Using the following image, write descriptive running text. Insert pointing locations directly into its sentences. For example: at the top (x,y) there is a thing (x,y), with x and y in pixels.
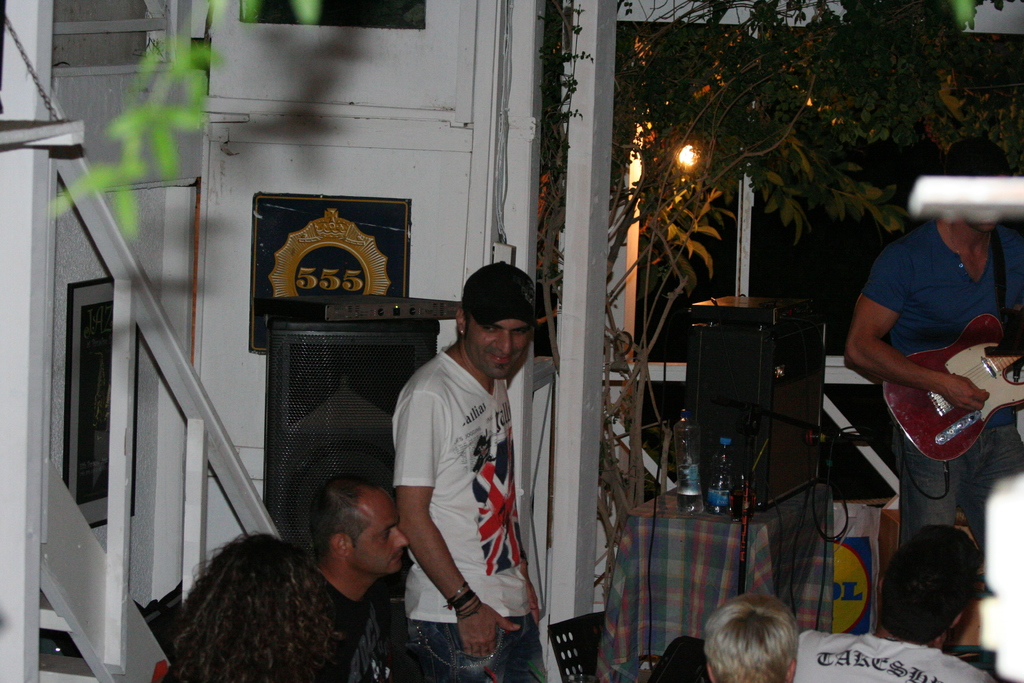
In this image i can see there are group of people (405,457) among them the person (961,397) on the right side (953,396) is playing a guitar (914,425) in his hands (929,380). I can also see there is a table (680,537) with few bottles (691,437), a speaker (736,362) and a tree (719,185).
